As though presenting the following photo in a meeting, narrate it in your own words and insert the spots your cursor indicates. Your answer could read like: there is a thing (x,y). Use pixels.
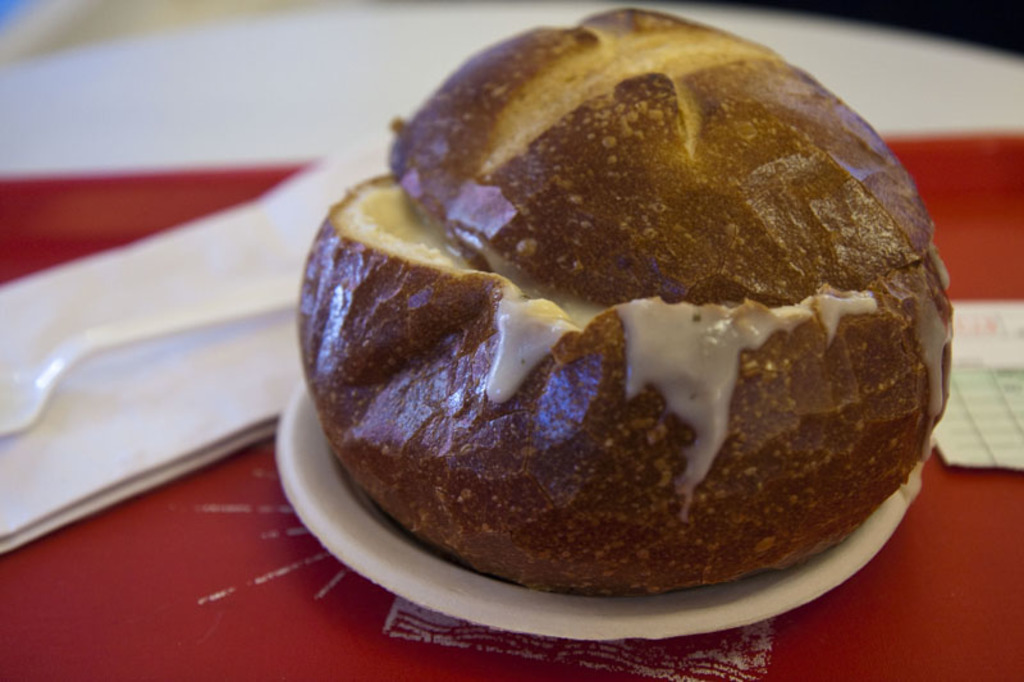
In this image I can see it's a food item (697,390) on a white color plate (366,525). On the left side (12,394) there is a spoon (117,342) in white color.
